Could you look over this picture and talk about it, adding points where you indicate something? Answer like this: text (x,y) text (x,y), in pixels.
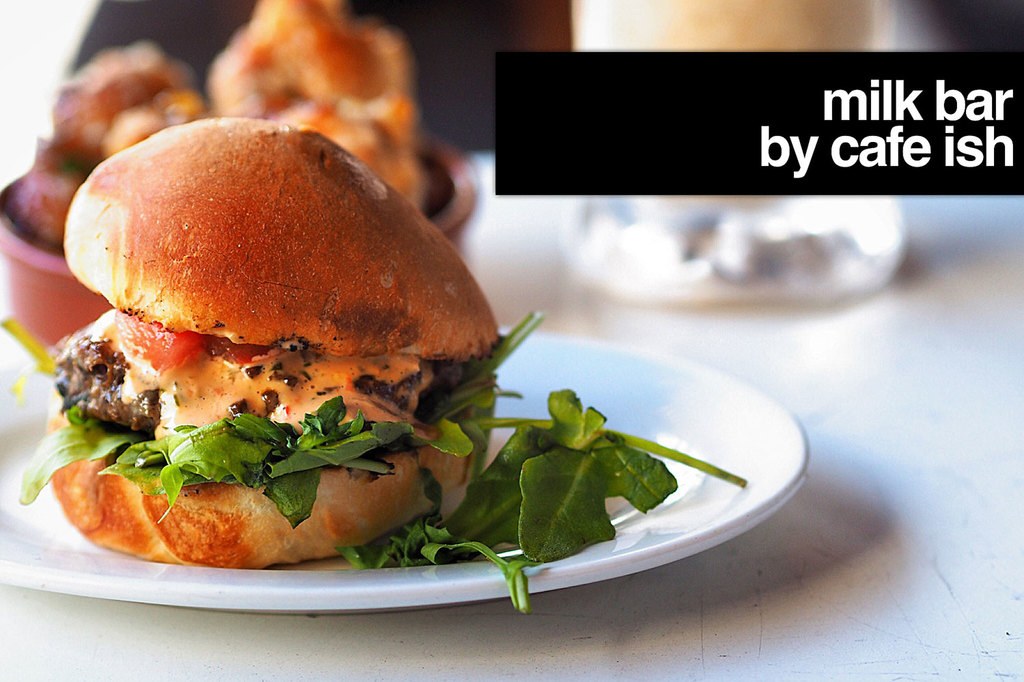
In this picture we can see plate (31,542), bowl (1,235), food (563,541) and object (804,249) on the white platform (599,654). In the background of the image (419,59) it is blurry. In the top right side of the image (887,128) we can see watermark (877,163).
